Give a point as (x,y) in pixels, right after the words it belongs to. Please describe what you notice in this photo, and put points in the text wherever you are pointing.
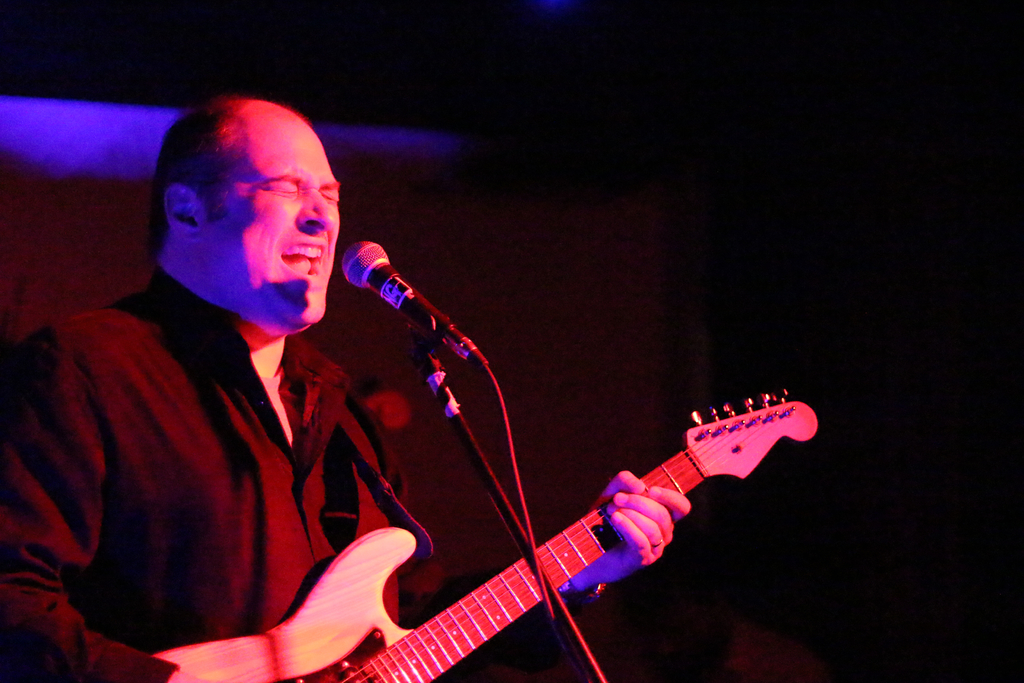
Background (584,105) is very dark. Here we can see one man (278,429) in front of a mike (419,322), singing and playing guitar (755,454).
